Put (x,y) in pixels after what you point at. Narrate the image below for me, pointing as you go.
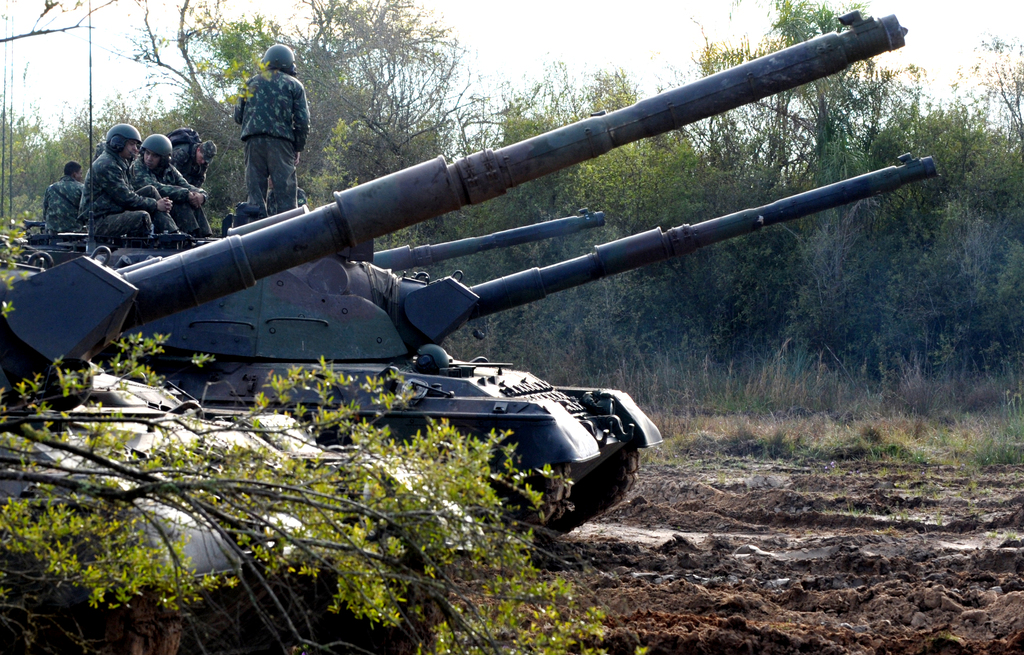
In this image, we can see a tank (243,338). On top of that, we can see few people (186,205). Few are wearing helmets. Here we can see trees (931,361), plants (980,376), grass (976,468) and mud (574,583). Top of the image (492,43), there is a sky (558,37).
